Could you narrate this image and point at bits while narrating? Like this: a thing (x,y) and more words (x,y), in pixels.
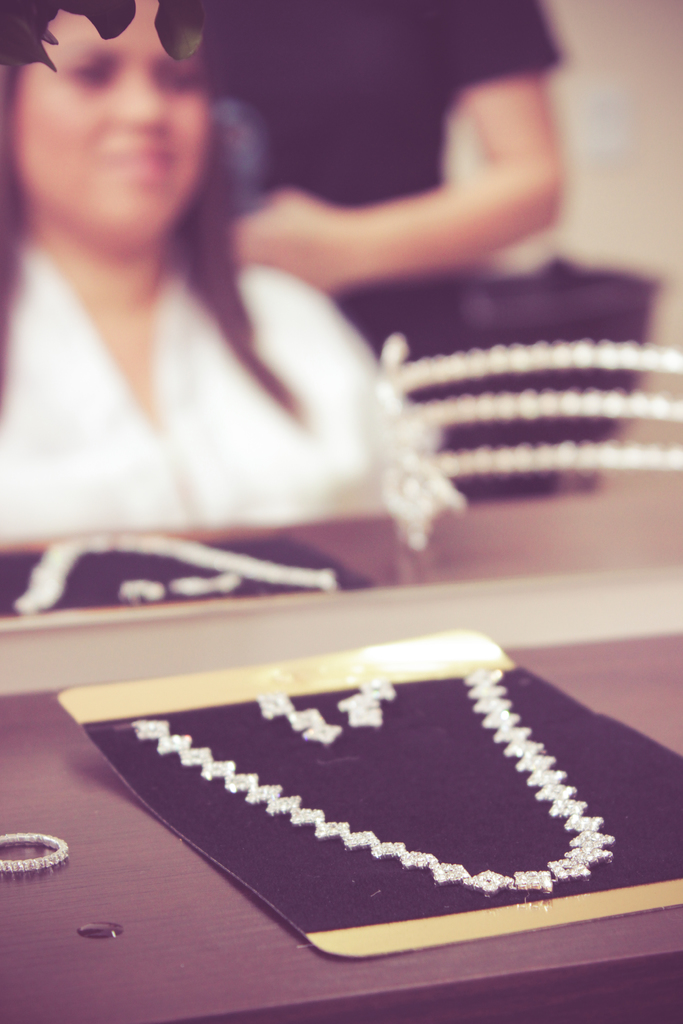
in this image we can see a jewelry piece (366,840) kept on a surface (347,959), behind mirror (368,165) is there. In mirror (390,383) one lady reflection (187,334) is there, she is wearing white color dress (212,441). Behind her one more person (362,154) is standing.
